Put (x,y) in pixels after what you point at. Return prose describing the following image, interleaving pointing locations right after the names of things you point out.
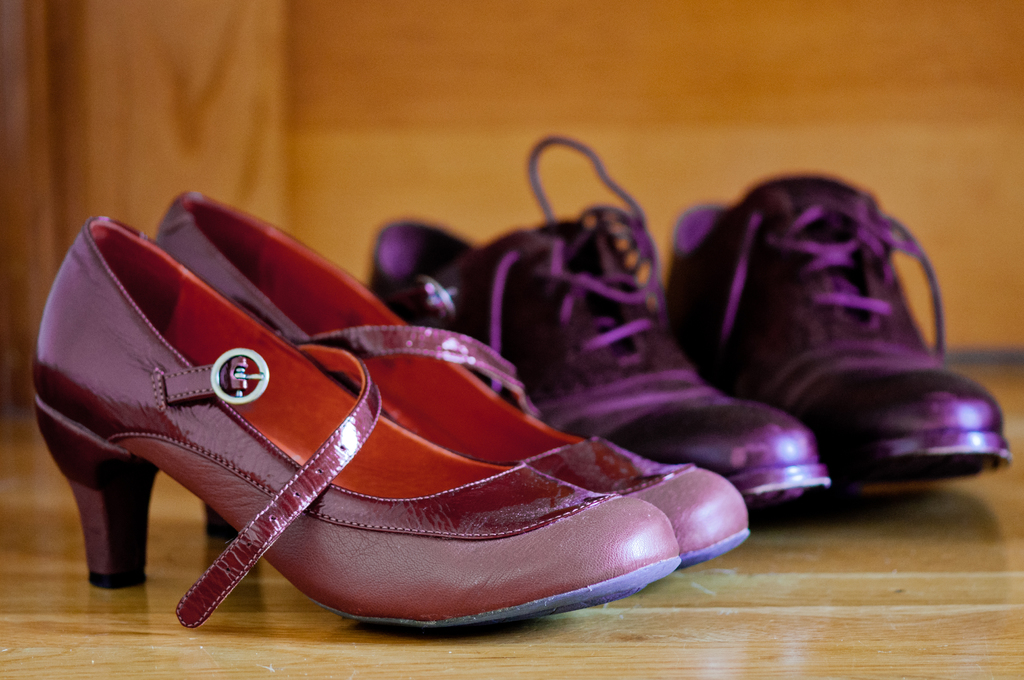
In the center of the image (378,408) we can see the shoes (500,395) and laces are present on the surface (388,626). In the background of the image (332,170) we can see the wall (406,66).
